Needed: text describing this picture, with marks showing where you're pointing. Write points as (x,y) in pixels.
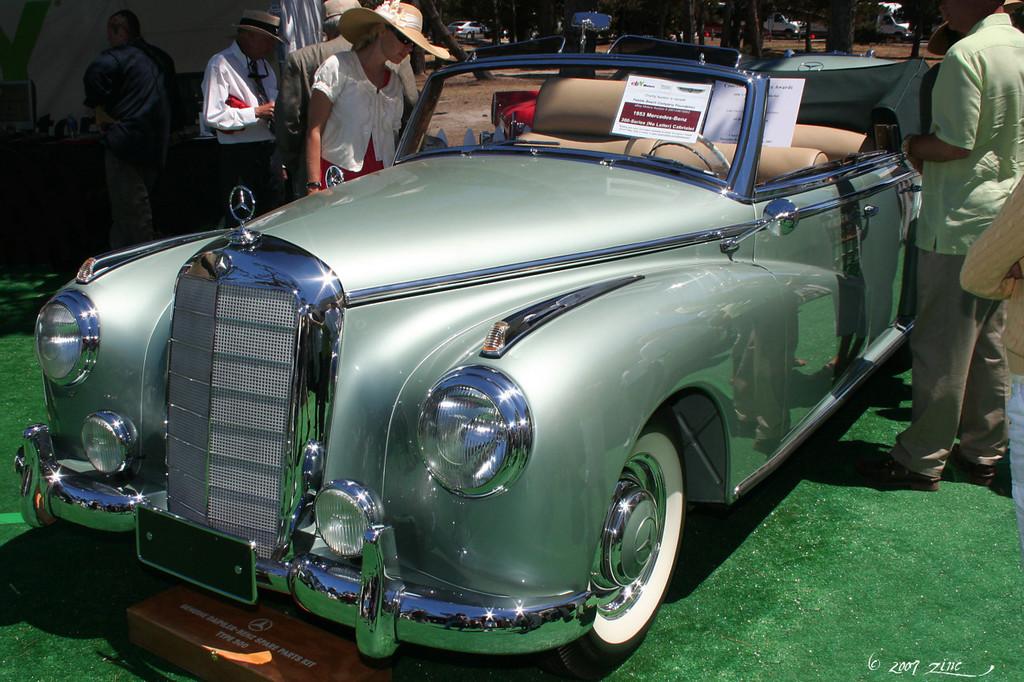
In this picture there is a car (641,315) placed on a greenery ground (706,533) and there are few people (249,78) standing on either sides of it and there are few trees (759,19) and vehicles (787,23) in the background (822,30) and there is something written in the right bottom corner (907,670).
